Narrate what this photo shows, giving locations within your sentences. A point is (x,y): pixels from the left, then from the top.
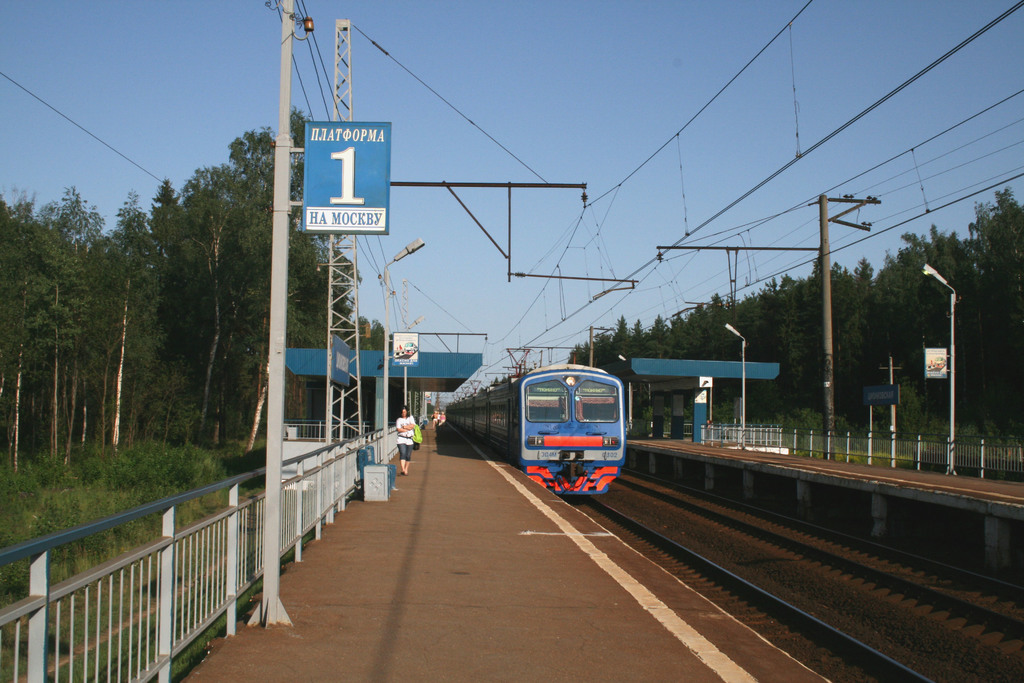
This image is taken in a railway station (747,637). There is a train (569,423) on the track (792,639). On both sides of the track (807,642) there is roof (661,366) for shelter, fence (307,505), light poles (408,254), electrical poles (287,220) with wires (312,60) and also trees (138,386). At the top (605,58) there is sky (610,68). There is also a woman (408,440) walking on the path (407,521).
